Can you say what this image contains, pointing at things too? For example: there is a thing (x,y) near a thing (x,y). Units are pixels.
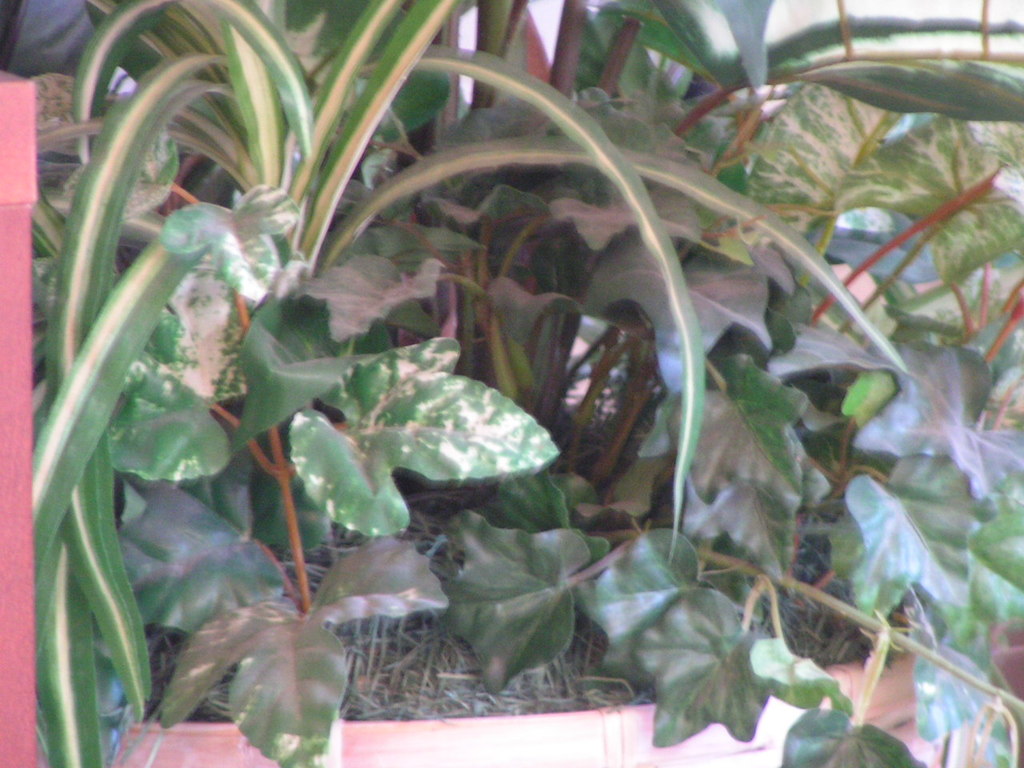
At the bottom of this image (922,687), there are plants (380,481). In the background (43,2), there are some objects (59,6).
